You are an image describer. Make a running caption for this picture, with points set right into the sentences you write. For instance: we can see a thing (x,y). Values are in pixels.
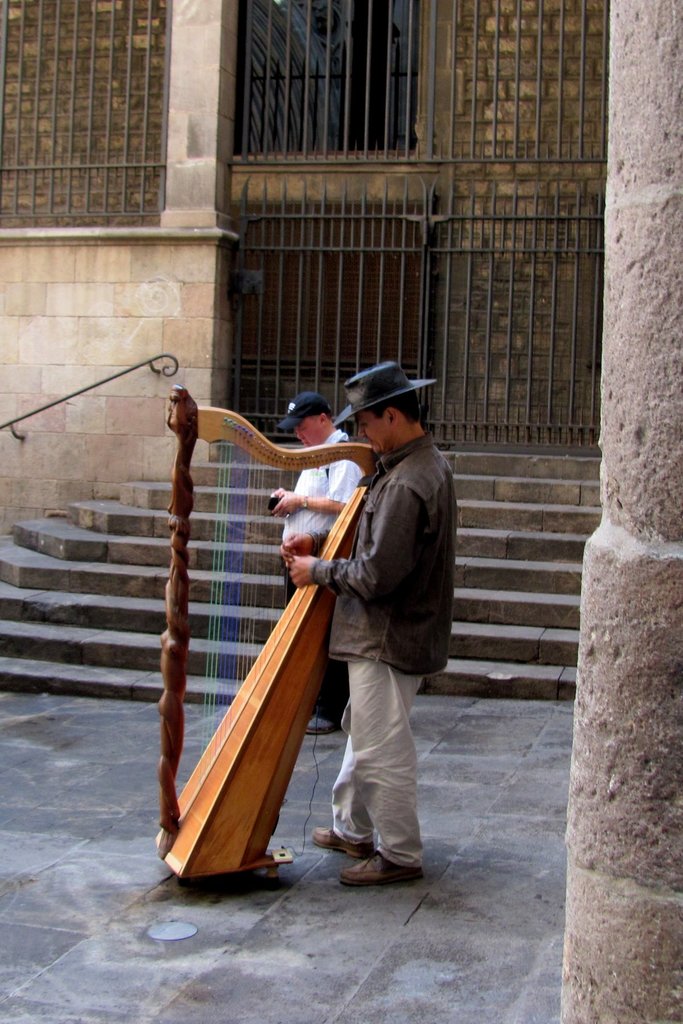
In this image I can see there are two persons (377,385) wearing a cap (364,381) and I can see a musical instrument (308,654) visible on the floor (24,805) and staircase (95,535) and a fence (319,262) visible in the middle (252,561) and I can see the wall (214,322) in the middle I can see a beam (638,532) on the right side (647,636).
